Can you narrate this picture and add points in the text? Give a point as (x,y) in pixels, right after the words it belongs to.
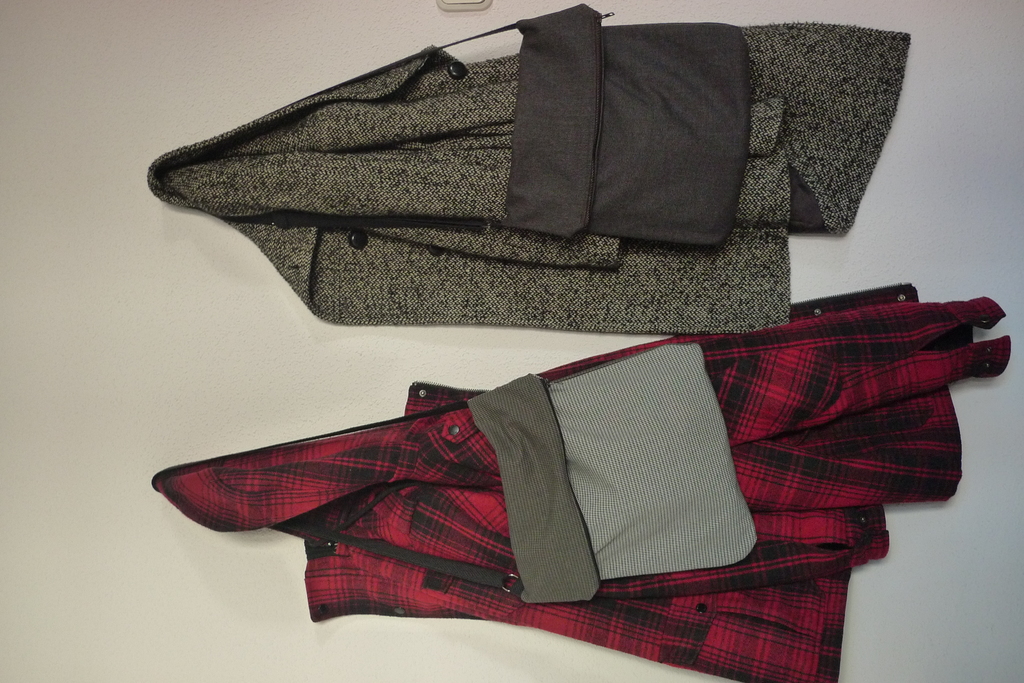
In this image there are two shirts (957,435) and two bags (658,227) hanged on the wall (229,266).
